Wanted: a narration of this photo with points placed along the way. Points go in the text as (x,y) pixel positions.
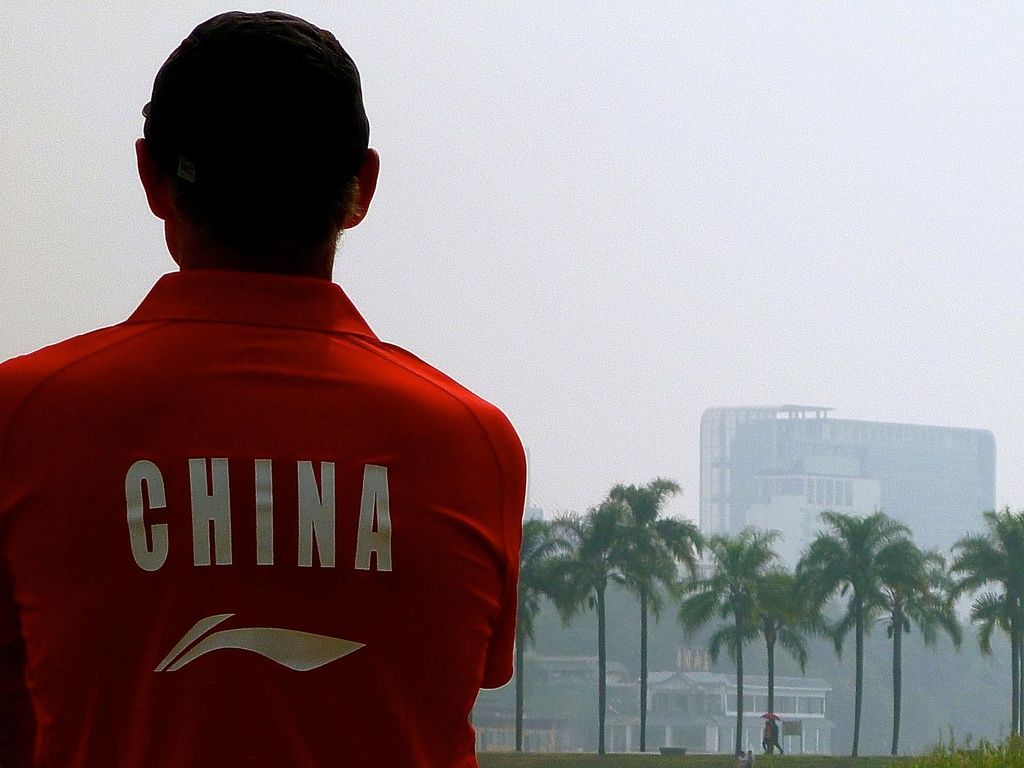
In this image we can see a person (325,509) standing. In the background (785,478) we can see trees (721,650), buildings (793,721), persons (778,749) walking on the road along with umbrella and sky (617,339).
